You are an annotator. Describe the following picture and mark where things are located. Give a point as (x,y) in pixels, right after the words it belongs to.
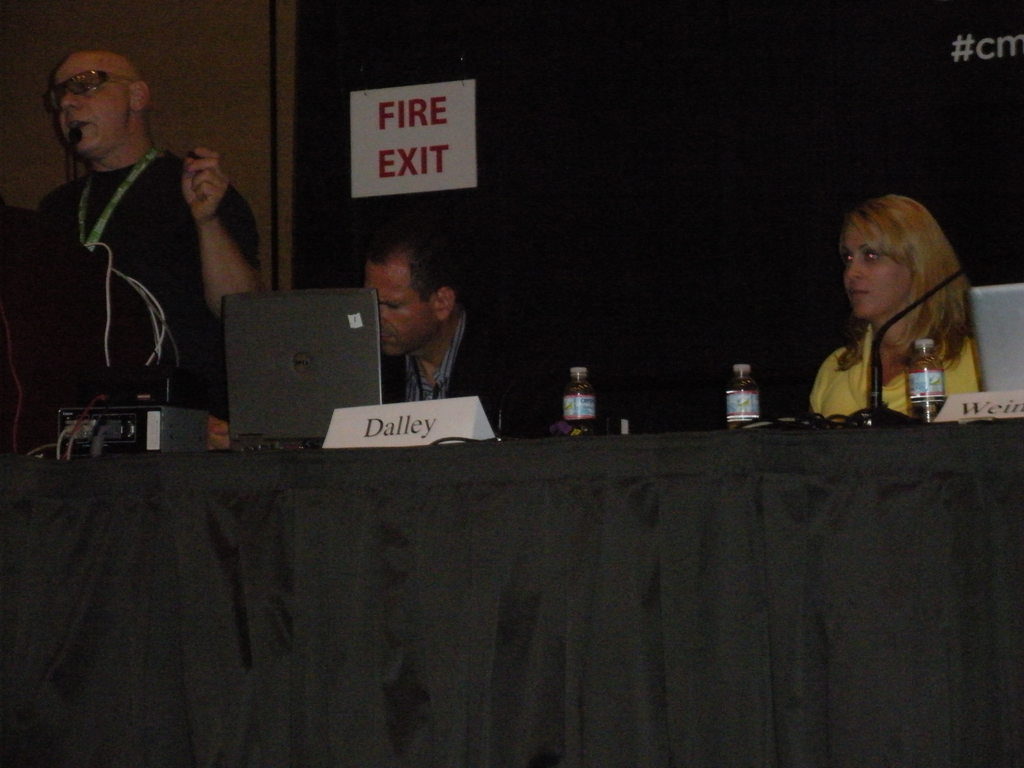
This is the man (154,188) standing. I can see two people (460,376) sitting. This is a table (532,503) covered with a black cloth (770,598). I can see a laptop (287,405), water bottles (581,412), name boards (400,430), mike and an electronic devices (147,436) are placed on the table (700,438). This looks like an fire exit board (414,124), which is attached to the wall (482,68). On the right side of the image (990,342), that looks like another laptop (999,357) on the table (984,423).
